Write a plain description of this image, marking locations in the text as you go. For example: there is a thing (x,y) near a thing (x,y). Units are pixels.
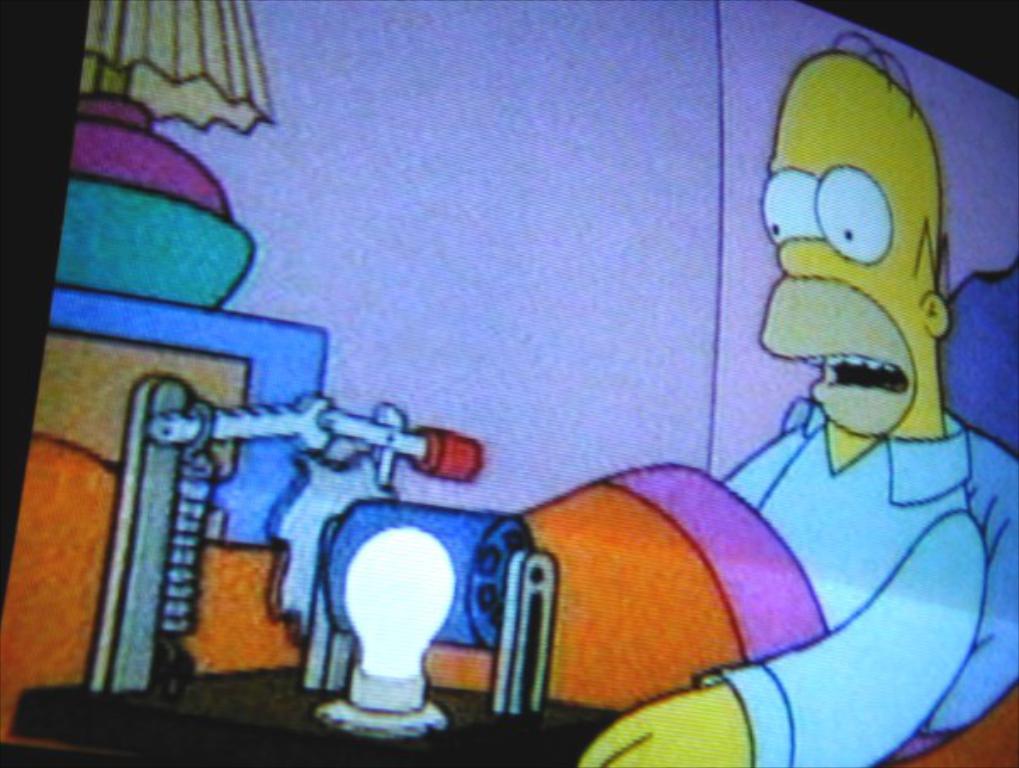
In this image on the screen (687,519) there is a cartoon show (575,635).
